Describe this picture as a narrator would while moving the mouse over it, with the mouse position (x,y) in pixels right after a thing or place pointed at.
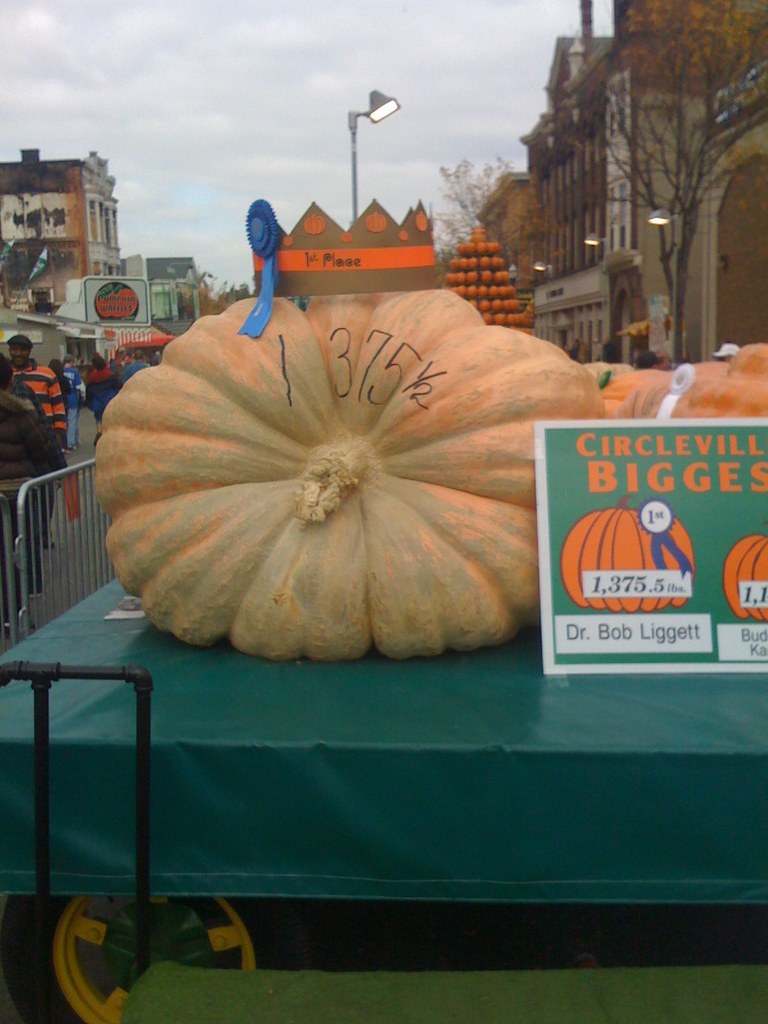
In the center of the image (281,417) there is a pumpkin (314,483) on the vehicle (231,853). In the background (88,185) we can see buildings (92,188), persons (74,392), road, trees (443,174), sky (340,56) and clouds (194,53).
